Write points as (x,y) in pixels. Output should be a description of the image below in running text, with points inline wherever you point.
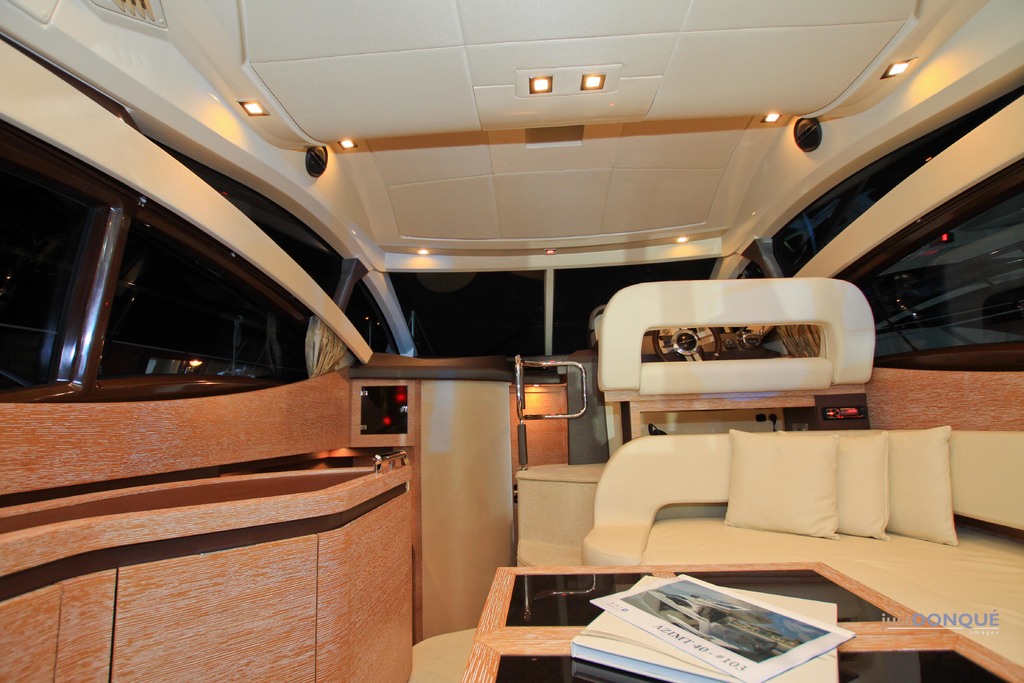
This image is clicked inside the yacht (324,487) in which we can see there are sofas (606,512) on which there are pillows (847,456). In front of the sofas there is a table (537,568) on which there are books (634,632) and a newspaper (691,596). At the top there are lights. In the front (690,356) there is a driver seat (699,377) and a steering (667,345) in front of it. There are glasses (184,304) on either side of the yacht (383,281).
